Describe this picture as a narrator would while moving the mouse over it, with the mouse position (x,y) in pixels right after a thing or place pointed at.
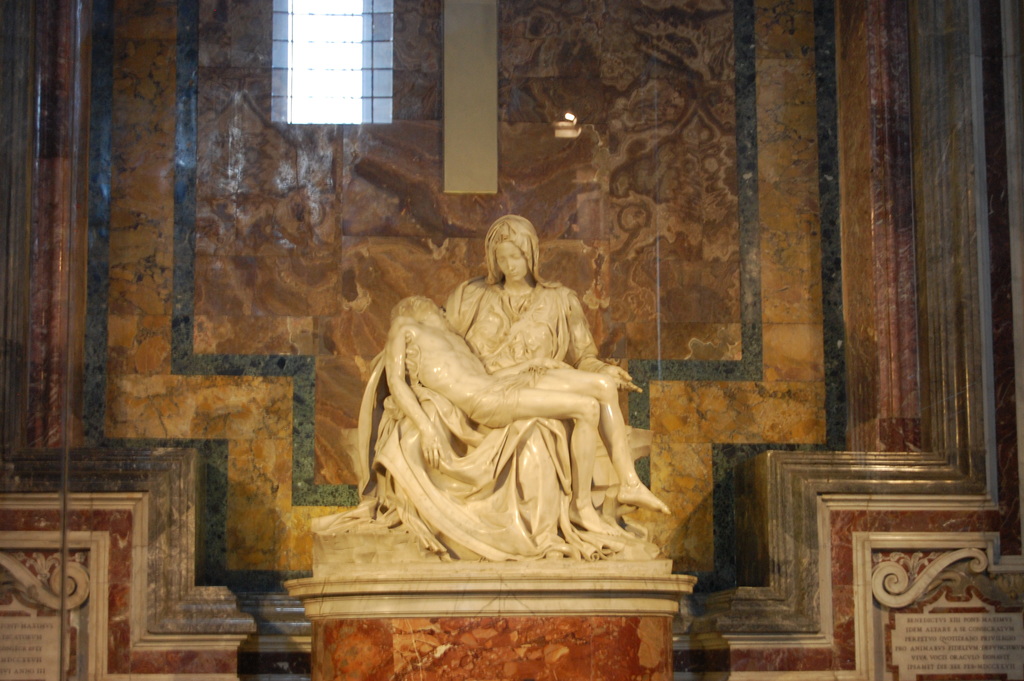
In this picture there is a statue (487,552) of a woman (496,516) sitting and holding the person (540,396). At the back (339,50) there is a window (371,45). At the bottom left (21,619) and at the bottom right (924,641) there is a text (966,634) on the wall (880,600).
